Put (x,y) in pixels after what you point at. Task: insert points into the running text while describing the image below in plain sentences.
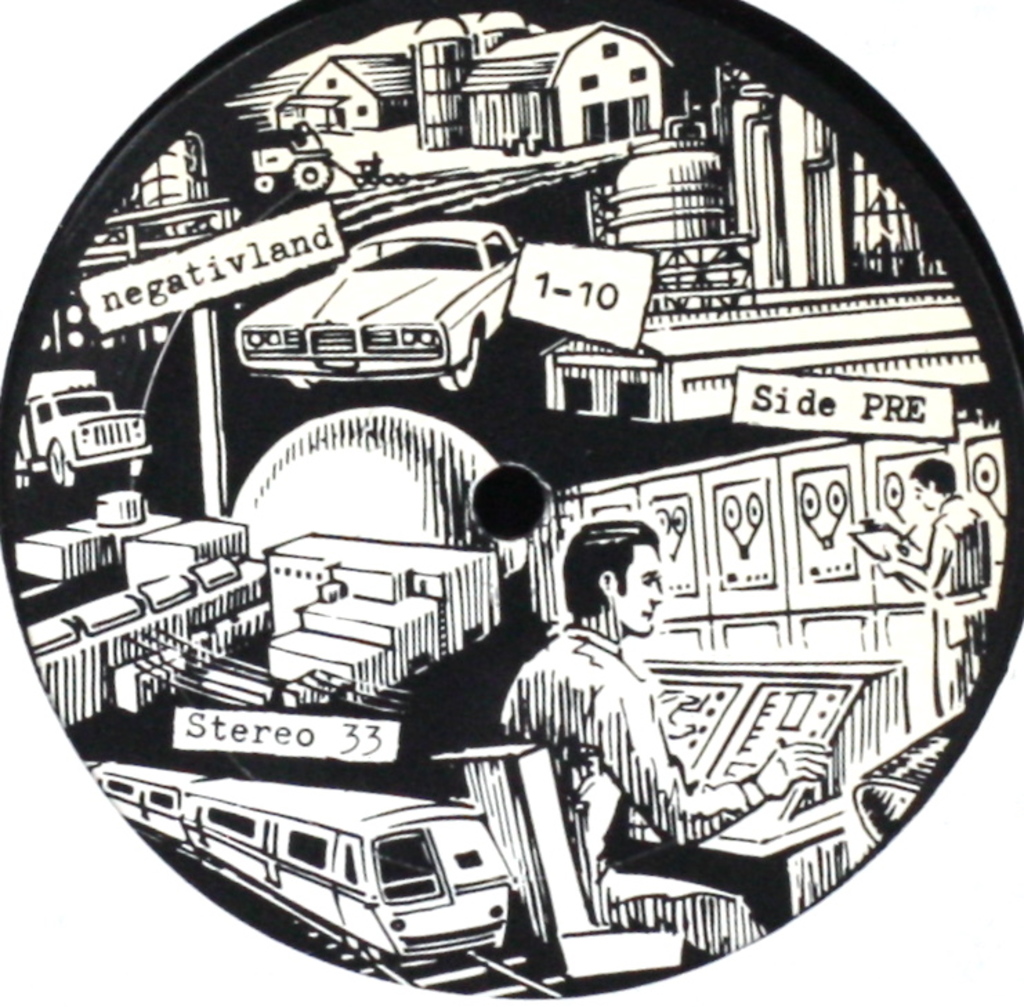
As we can see in the image there is a drawing (392,365) of a car (428,275), houses (283,611), two people (634,740), train (491,916), railway track (482,964) and a truck (114,450).
